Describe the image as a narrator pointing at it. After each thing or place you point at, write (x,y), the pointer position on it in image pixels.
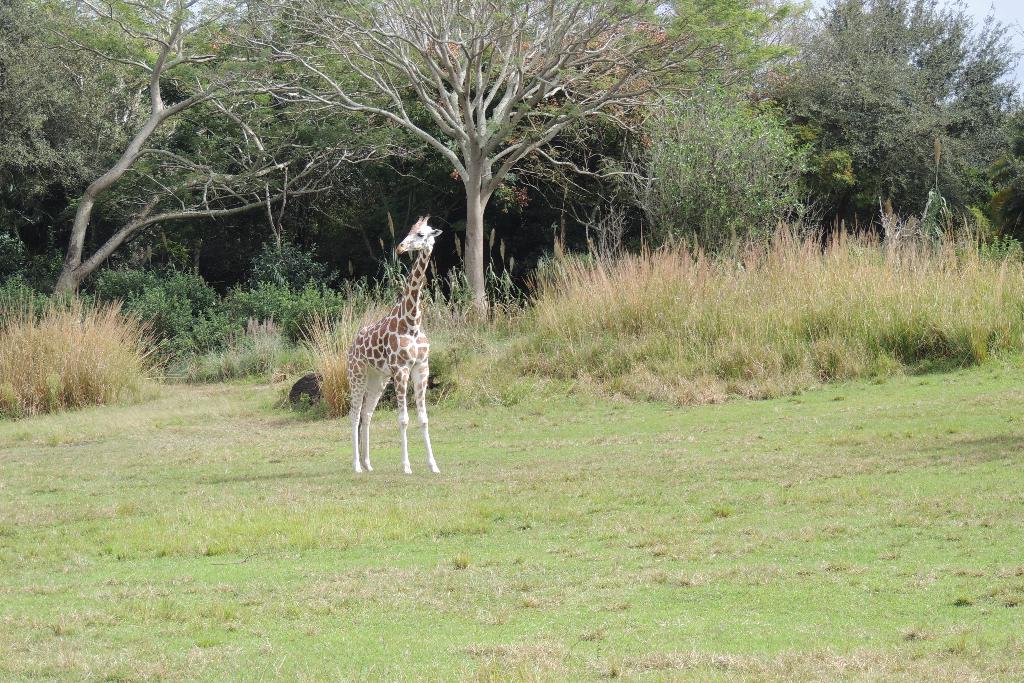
In this picture I can see a giraffe (402,315). There are plants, trees (555,33), and in the background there is the sky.
